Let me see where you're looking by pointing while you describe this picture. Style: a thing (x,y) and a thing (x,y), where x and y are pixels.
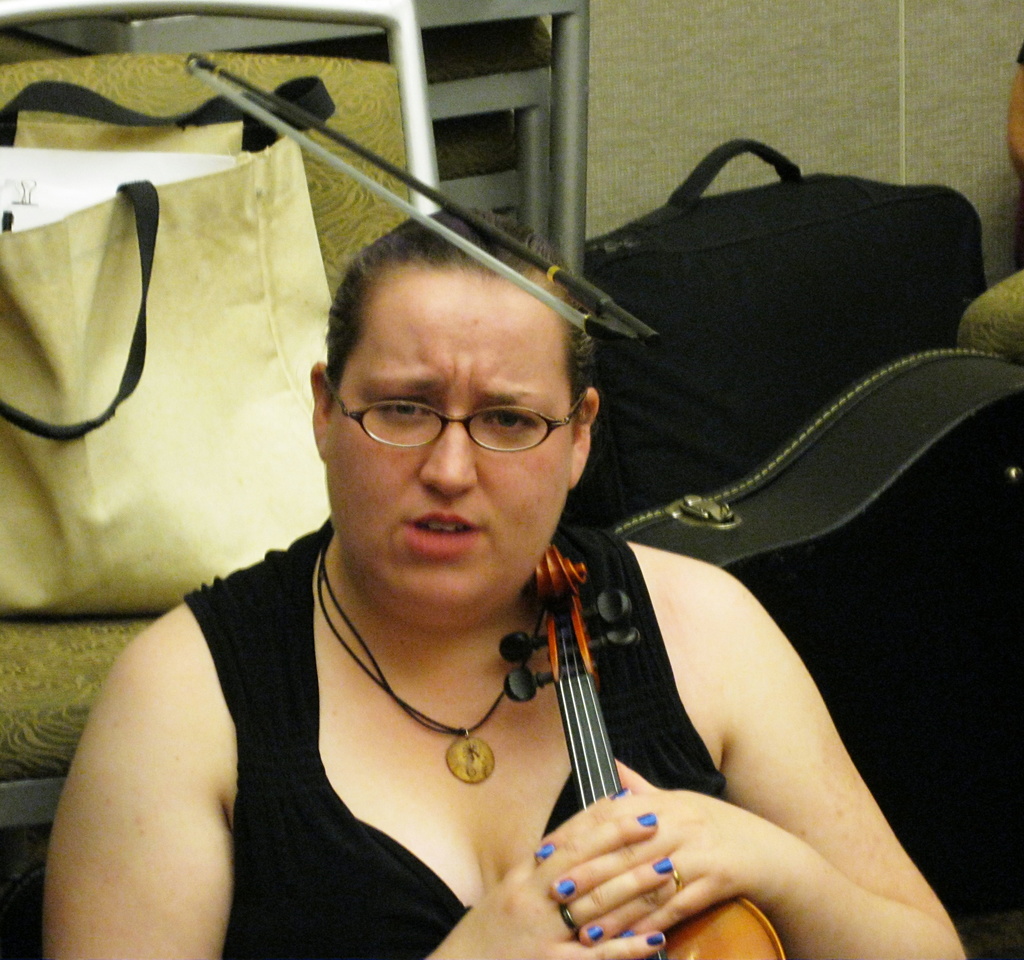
This picture we can see a woman (394,631) is holding a violin (589,784) in her hand (552,900) besides to her we can see some baggage (292,264).
